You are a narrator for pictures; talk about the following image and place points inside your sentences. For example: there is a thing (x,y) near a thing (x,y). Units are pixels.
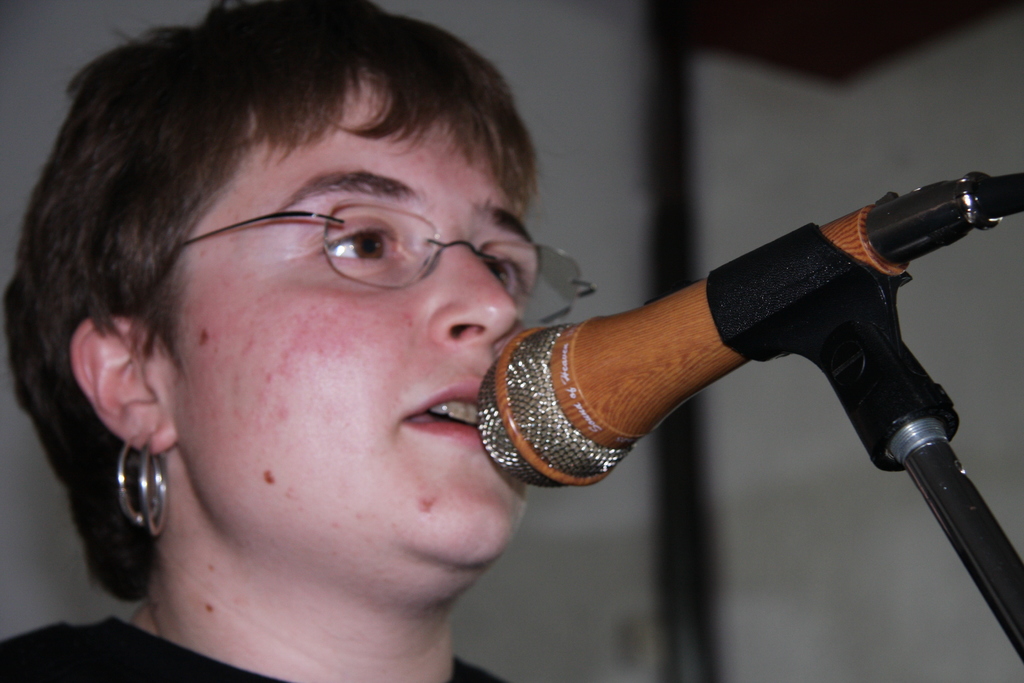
On the left (225,118) there is a person (314,370). On the right (872,296) there is a mic (859,301). The background (41,593) is blurred.
